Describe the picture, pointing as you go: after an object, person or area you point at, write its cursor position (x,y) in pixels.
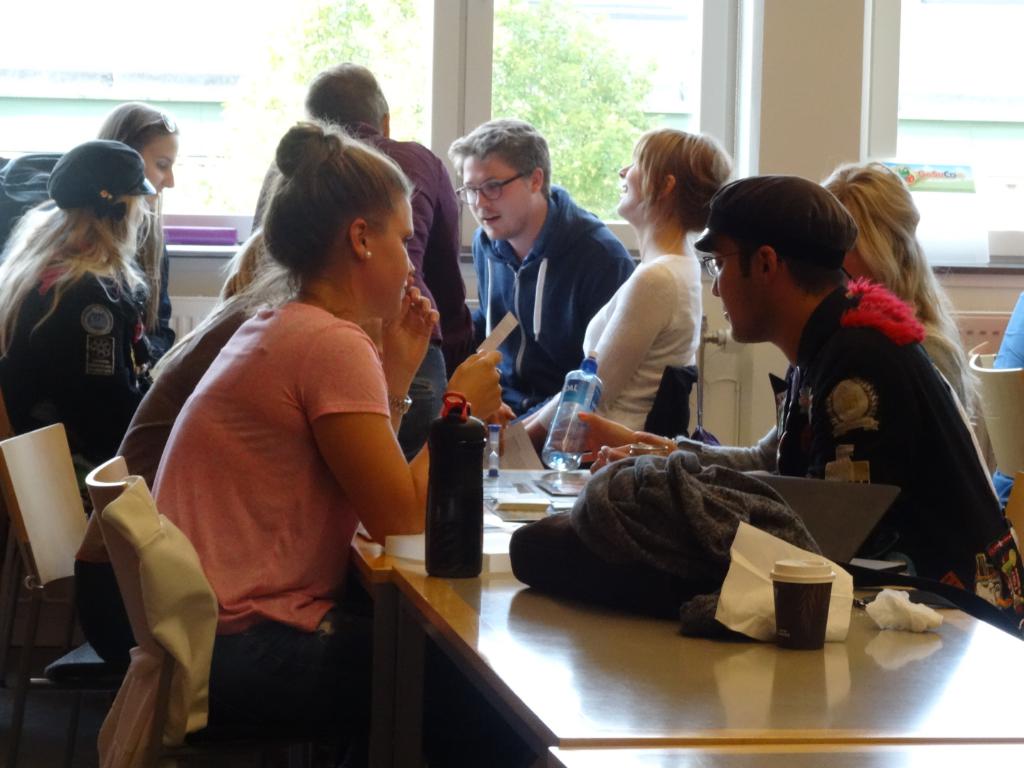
In this image there are some people (340,292) who are sitting on chairs (200,578), in the center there are some tables (907,661). On the tables (823,674) there are some bottles (458,485), cups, clothes (641,479), tissue papers (766,560) and some books (525,501). In the background (270,111) there is a window (899,71) and trees (589,109).
